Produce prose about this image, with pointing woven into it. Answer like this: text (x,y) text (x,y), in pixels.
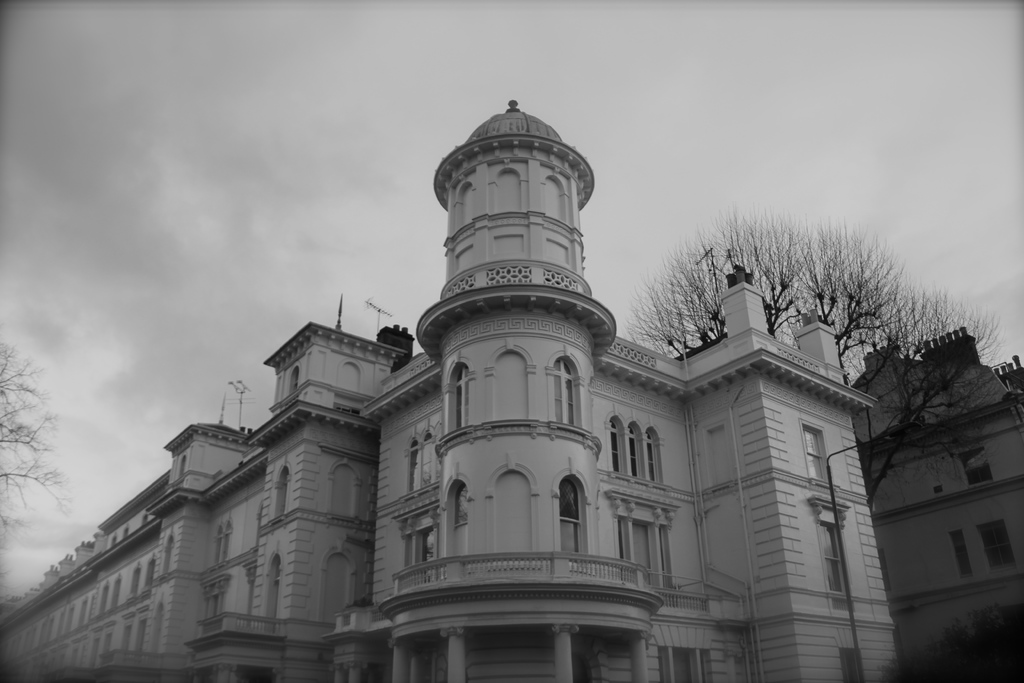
In this picture we can see few buildings (623,465), trees (863,331) and clouds (216,344), it is a black and white photography.
